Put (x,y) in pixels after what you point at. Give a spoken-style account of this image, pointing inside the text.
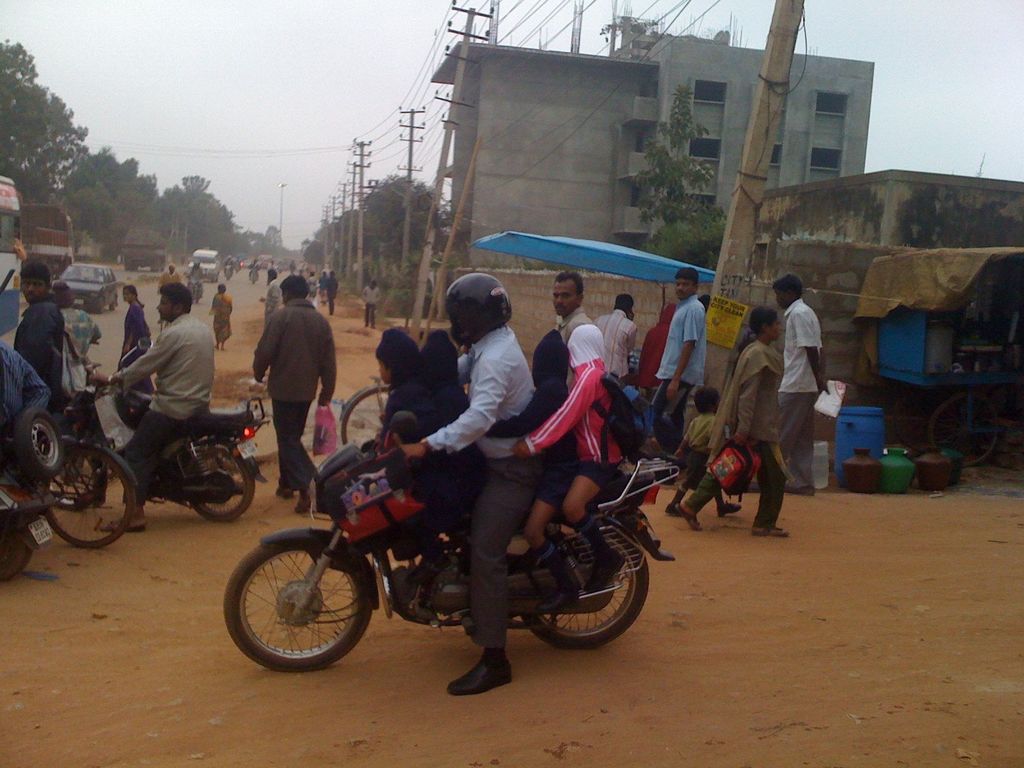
In this picture we can see a person (463,359) on the motorcycle (602,495) and travelling on the mud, and here are the people (742,367) standing, and travelling on the vehicle (133,395) on the road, and here is the building (572,110), and here is the pole (748,187), and here is the tree (685,192), and at above here is the sky (359,30).
